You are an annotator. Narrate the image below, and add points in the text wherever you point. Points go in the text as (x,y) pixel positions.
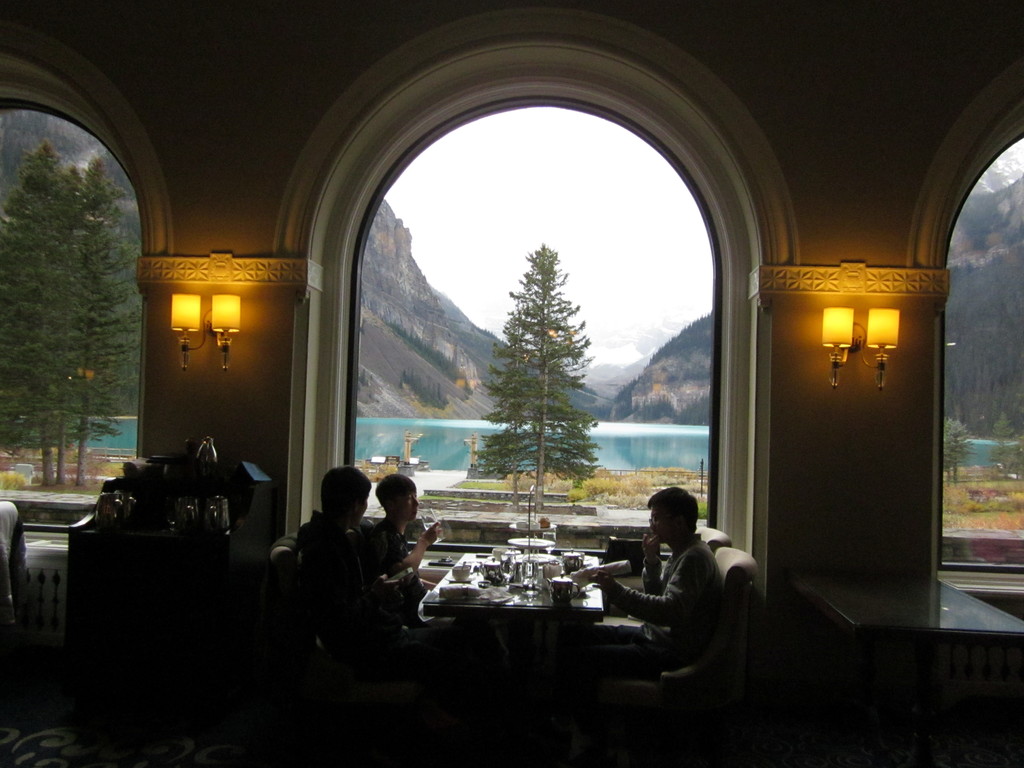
In this image we can see tables (973,611). And three persons (405,549) are sitting on chairs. On the table (511,558) there are many items (511,558). There is another table (174,534) with jugs (115,505) and some other items (141,473). There are arches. Also there are lights (872,317) on the wall (810,350). In the back (682,396) we can see trees (513,361), water (437,423), hills (439,380) and sky (636,268).
